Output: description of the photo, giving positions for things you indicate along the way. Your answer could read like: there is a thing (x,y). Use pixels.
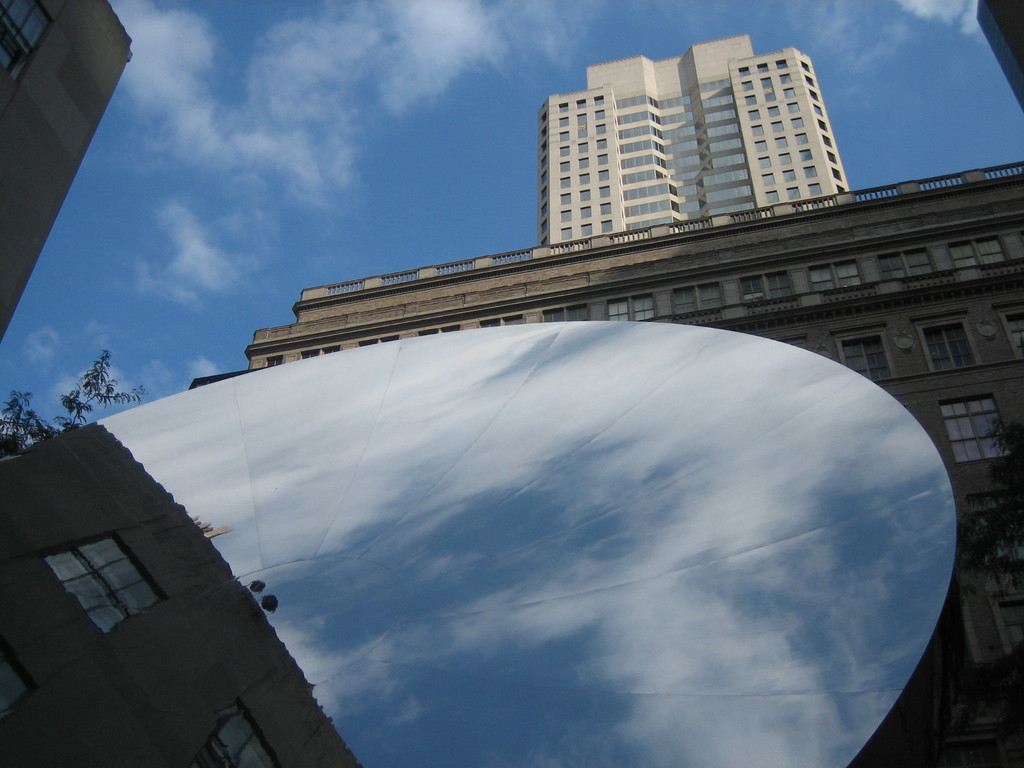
In this image we can see buildings (146,577) with windows (14,63). Also there is a white color object (480,591). There are trees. In the background (436,108) there is sky (329,153) with clouds (219,161).
